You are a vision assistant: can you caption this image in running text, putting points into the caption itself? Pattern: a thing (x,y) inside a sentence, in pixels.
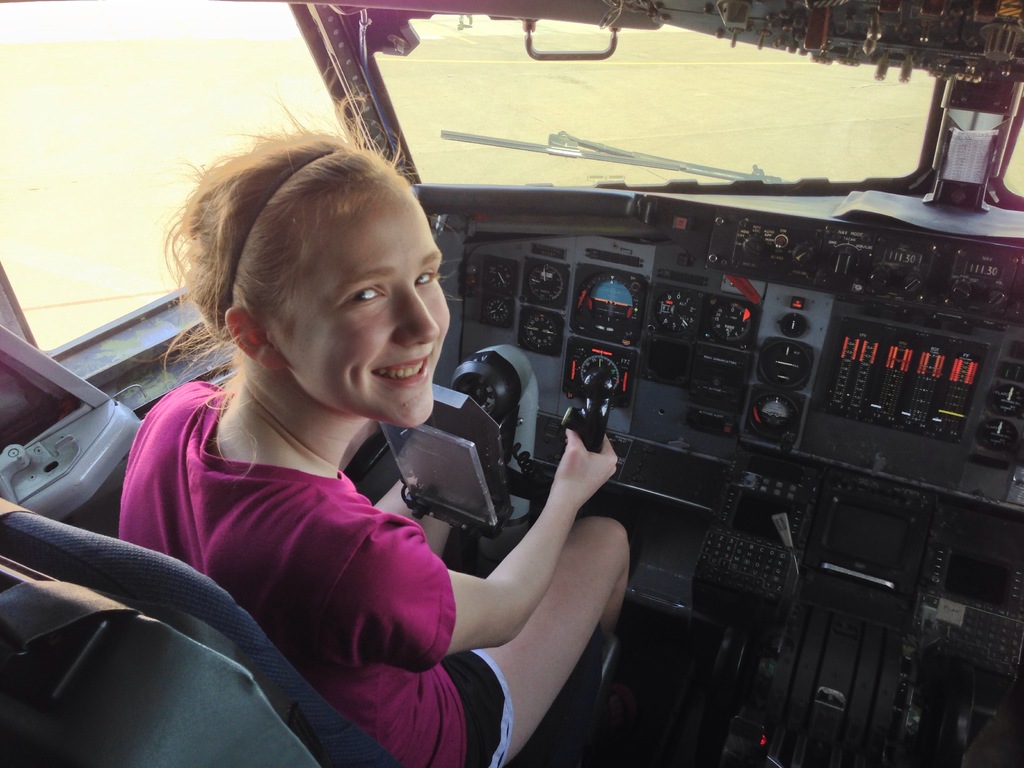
It is an inside view of a vehicle (612,494). Here a woman (408,517) is sitting on a seat (255,671) and holding an object (589,430). She is watching and smiling. Here we can see gauges (760,411) and glass objects (698,112). Through the glasses (574,88), we can see outside view.
